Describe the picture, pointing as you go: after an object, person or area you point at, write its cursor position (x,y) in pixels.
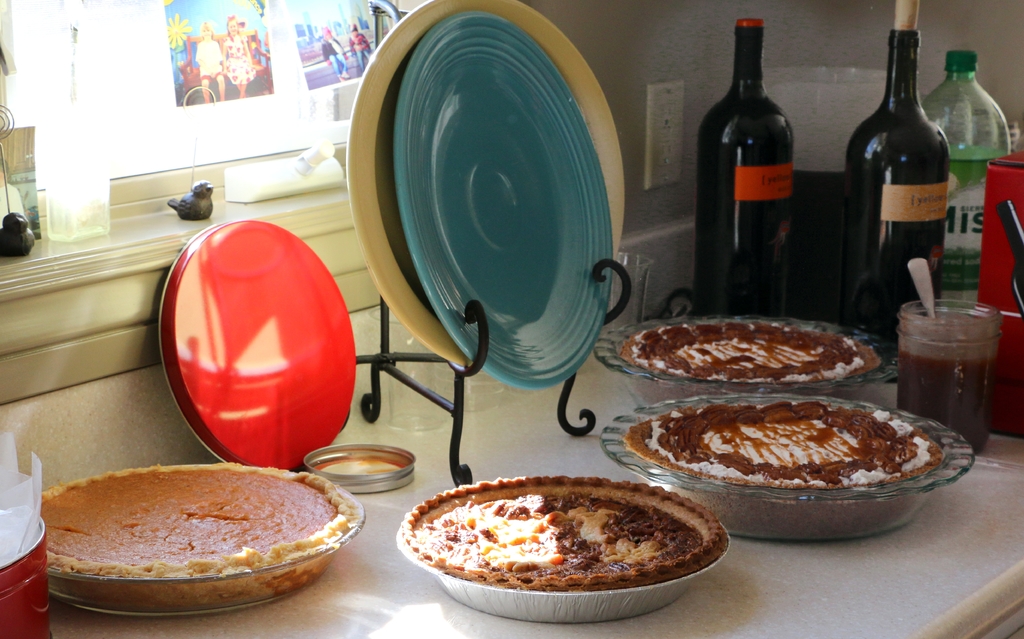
Food (190,527) is highlighted in this picture. Food (183,539) is presented in a bowls (187,578). On a stand (367,415) there are plates (445,208). Beside this bowls (829,403) there are bottles (787,272), jar (909,360) and box (987,279). On this window (169,141) there are photos (339,59).
